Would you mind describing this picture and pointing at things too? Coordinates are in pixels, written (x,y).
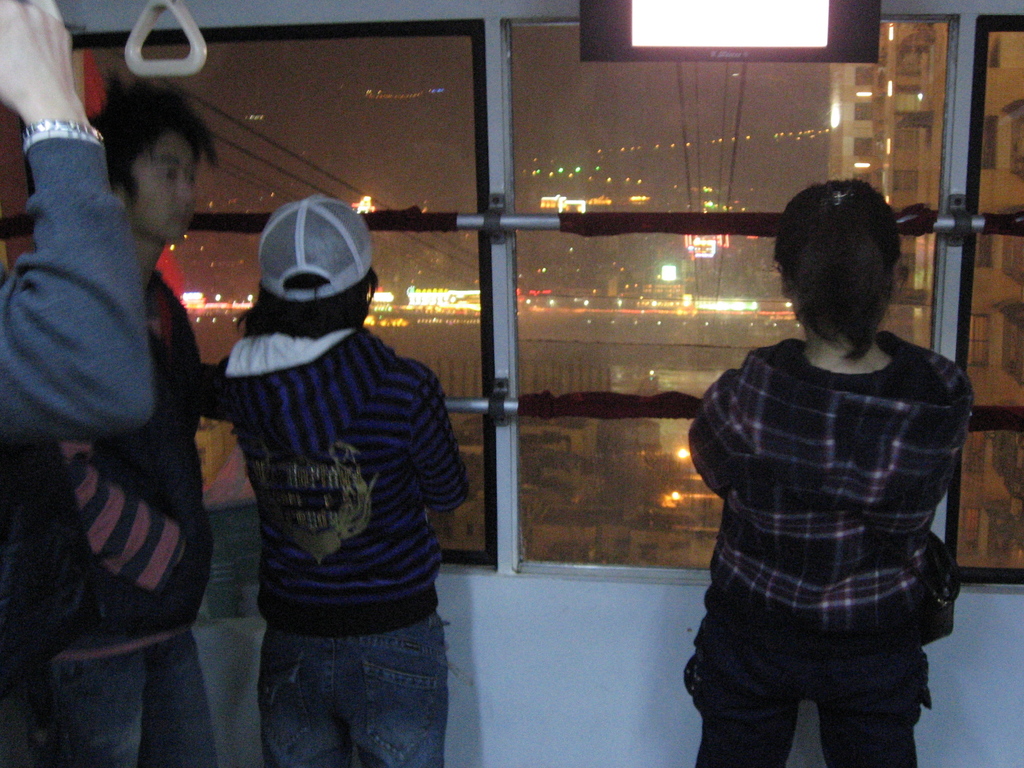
In this image we can see people (819,515), screen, rods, glasses (456,542), and an object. Through the glass (649,206) we can see buildings (632,523) and lights (712,310).
